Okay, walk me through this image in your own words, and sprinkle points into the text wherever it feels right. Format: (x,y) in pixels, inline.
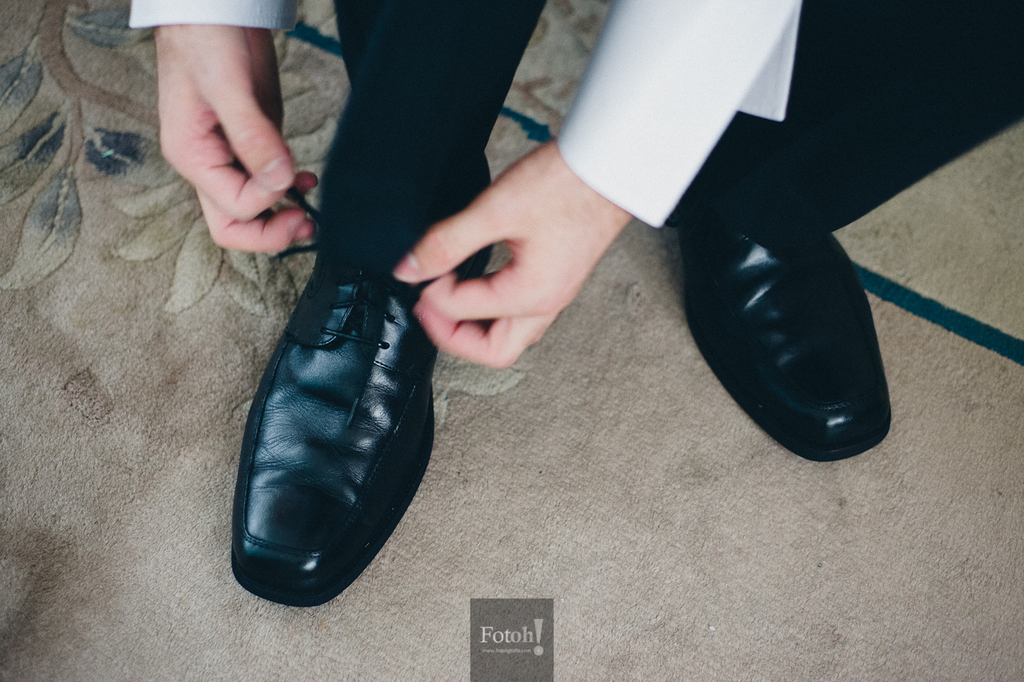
In this image I can see a person's hands (184,142) tying shoelace (313,222). The shoes (379,288) are in black color. At the bottom (247,593) there is a mat (513,531).
